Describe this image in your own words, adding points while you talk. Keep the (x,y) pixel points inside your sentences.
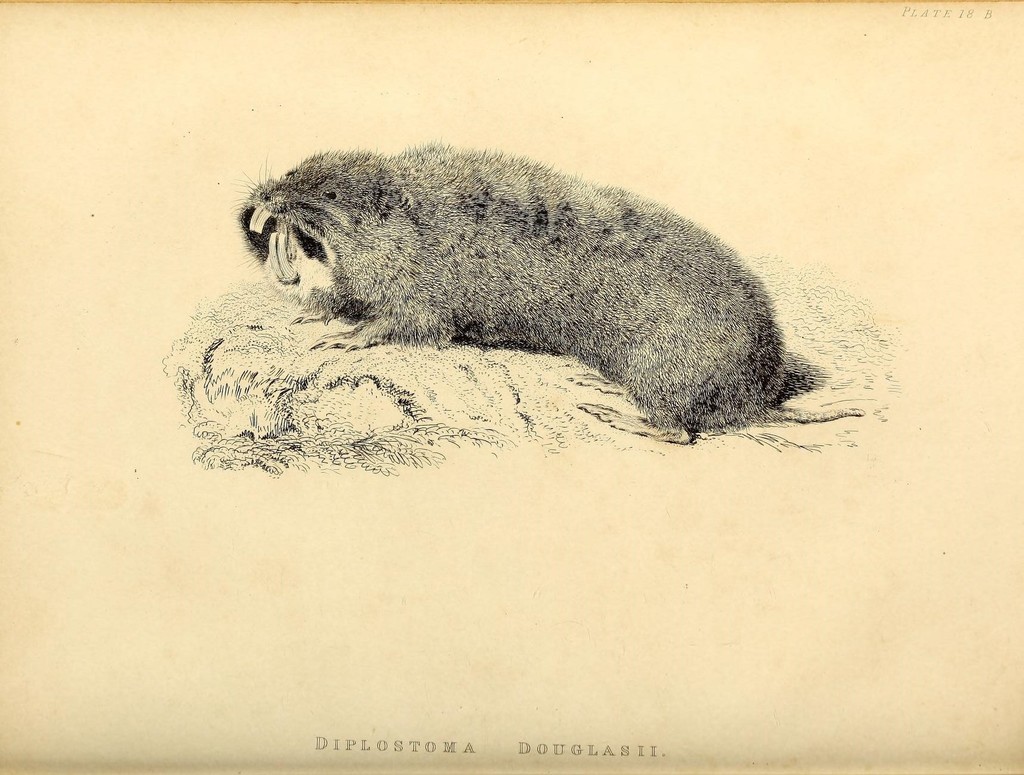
In this image we can see there is an art (457,354) of an animal (521,260).
